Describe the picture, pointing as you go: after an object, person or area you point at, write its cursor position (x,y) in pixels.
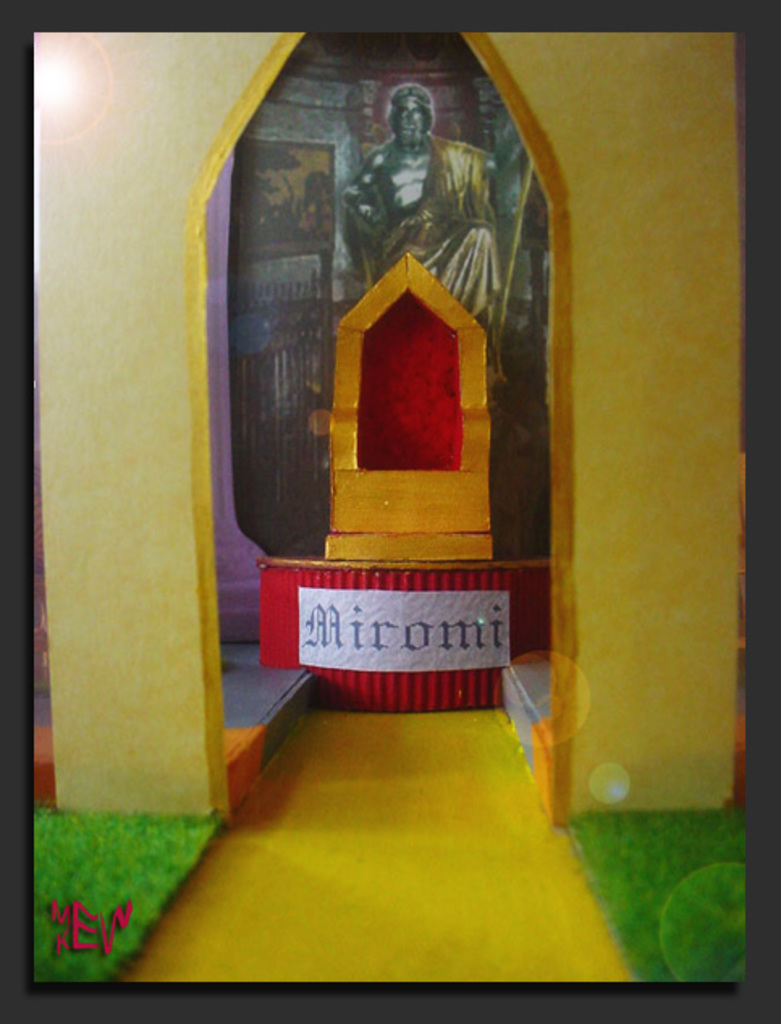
There is a chair (431,526) arranged on a stage (393,592). In front of this, there is a wall (662,249). In front of this wall (120,782), there's grass (137,840) on both sides of the path (461,819). In the background (465,150), there is painting (294,450) on the wall (227,599).
